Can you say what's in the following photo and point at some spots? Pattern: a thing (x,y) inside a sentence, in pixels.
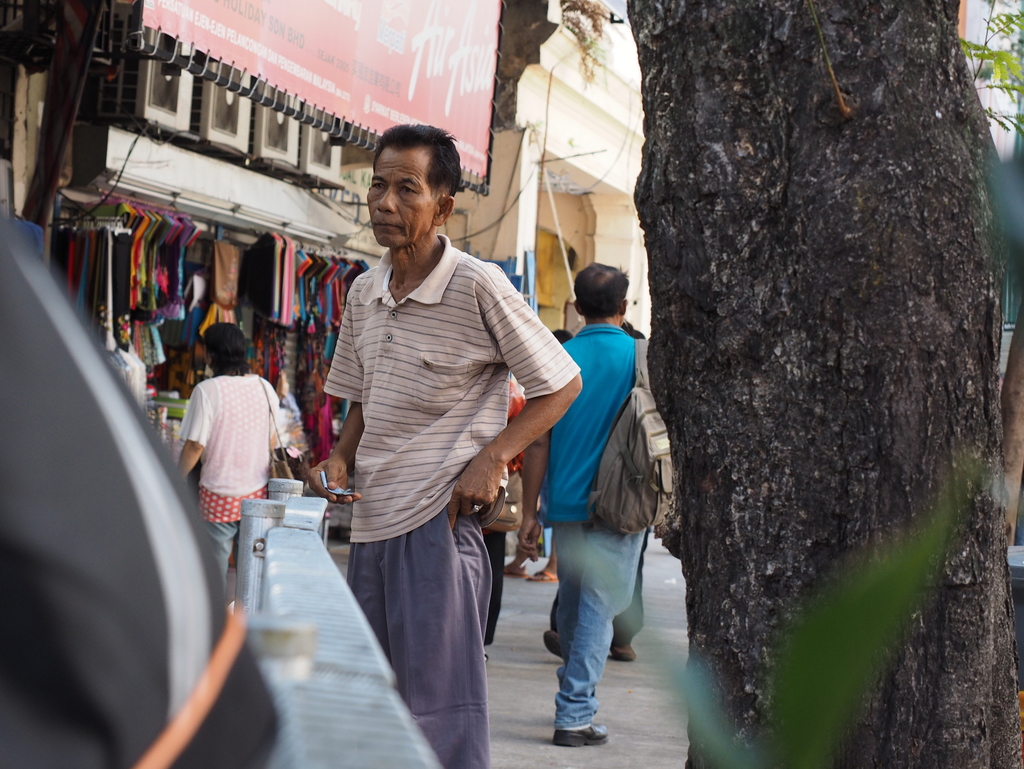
In this image we can see this person (504,476) standing here and these people (210,419) are walking on the road (682,741). Here we can see the stores (312,372), we can see the tree trunk (785,366) and the building (502,224) in the background (605,26). This part of the image is blurred, where we can see the fence (326,712).
